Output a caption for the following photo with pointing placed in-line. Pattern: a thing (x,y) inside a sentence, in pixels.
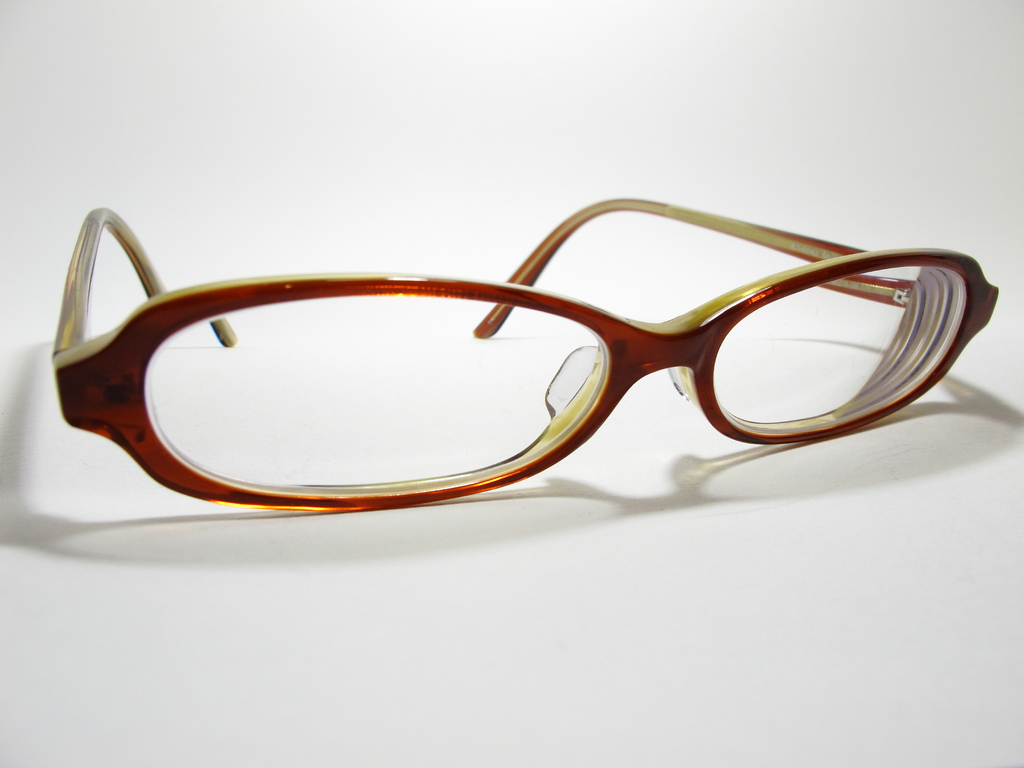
In this picture we can see spectacles (596,398) in the middle (640,347), there is a white color background (599,151).
